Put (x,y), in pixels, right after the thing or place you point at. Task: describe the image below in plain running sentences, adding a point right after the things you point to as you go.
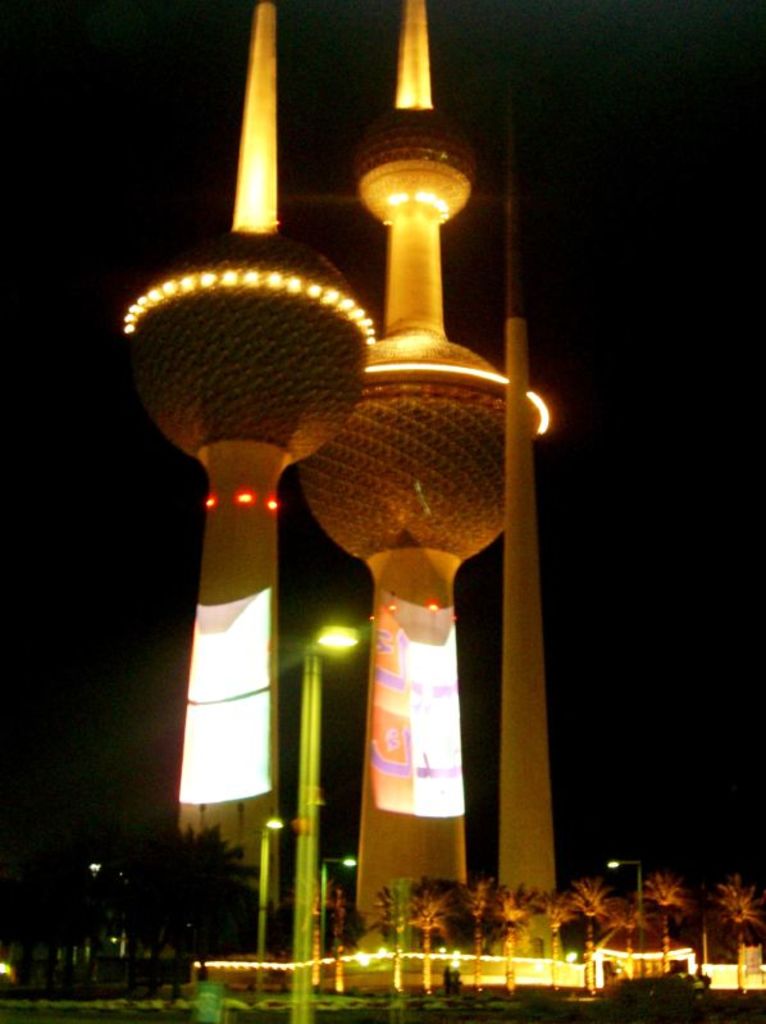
In this picture I can see towers (395,599). There are poles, lights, trees (736,880), and there is dark background (27,702).
